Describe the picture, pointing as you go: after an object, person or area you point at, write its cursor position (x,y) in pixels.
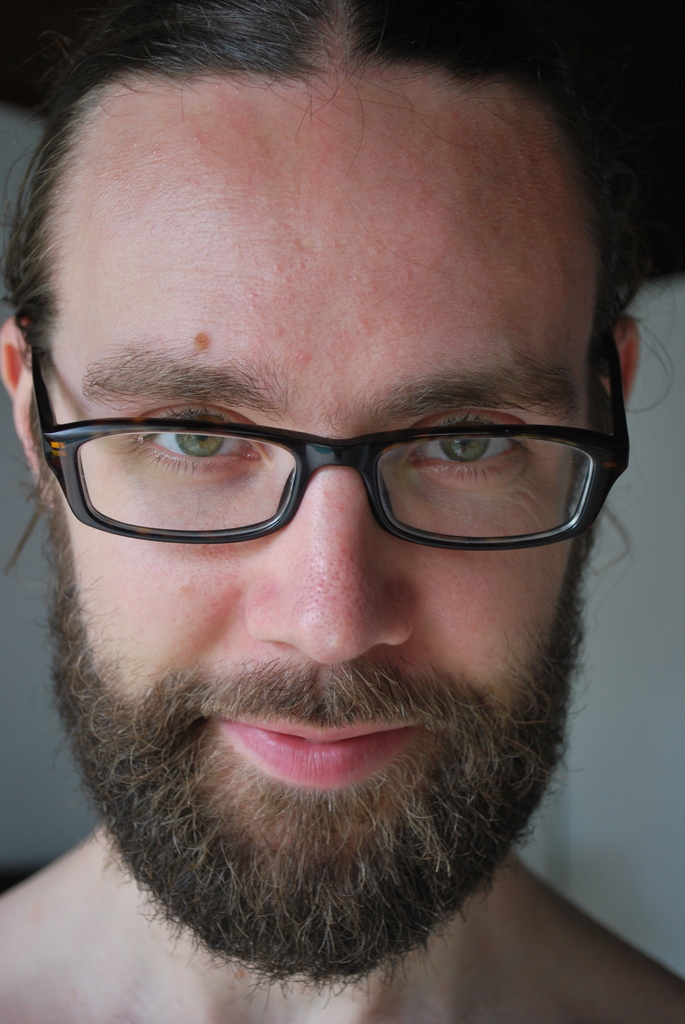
In the image there is a man (258,639) and he is wearing spectacles (295,472) and the background of the man (351,515) is blur.
